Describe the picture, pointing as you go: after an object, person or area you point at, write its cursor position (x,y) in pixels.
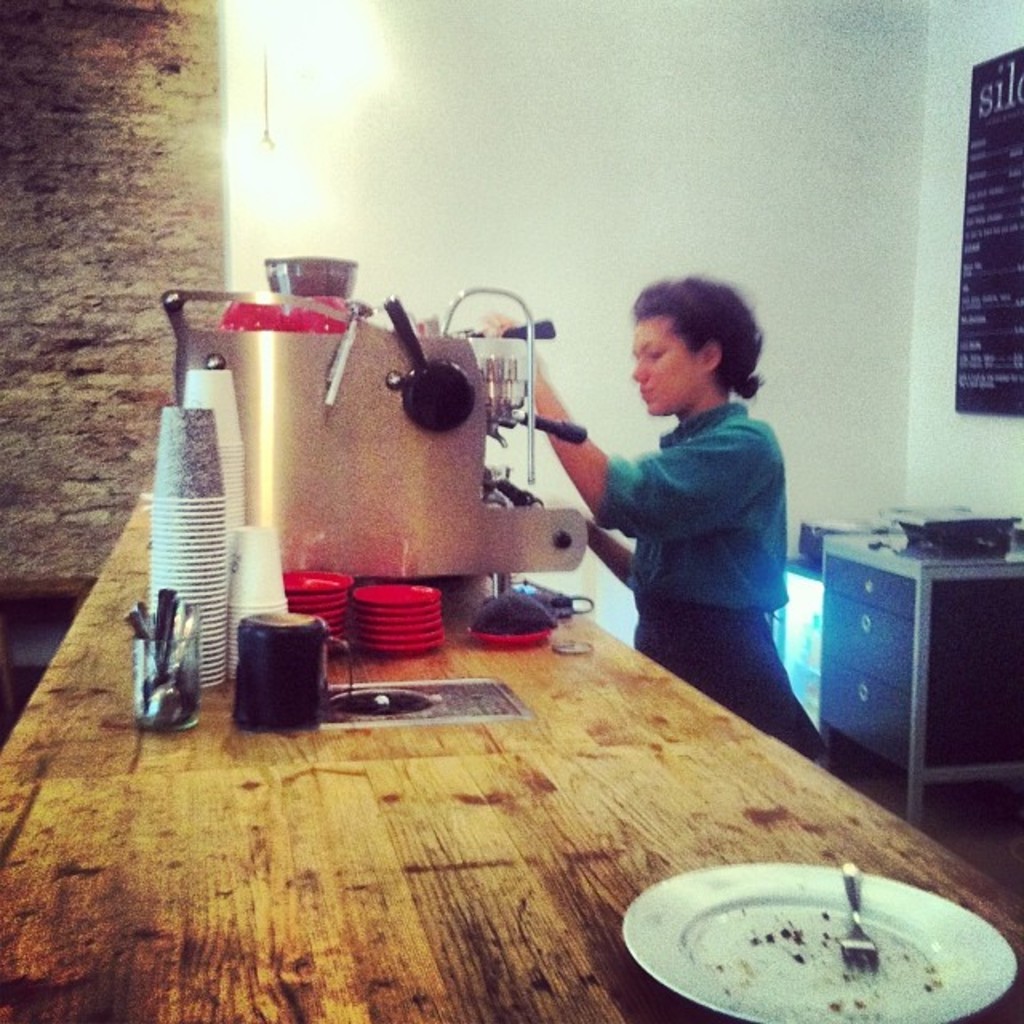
The picture is clicked in a restaurant (240,458) where there is a lady (675,448) who is operating a coffee machine (412,478) where saucers (412,608) and cups (263,565) are beside it. We also observe a used plate (752,927) kept on the table (571,931). There is a poster (990,351) in the background (992,320).
